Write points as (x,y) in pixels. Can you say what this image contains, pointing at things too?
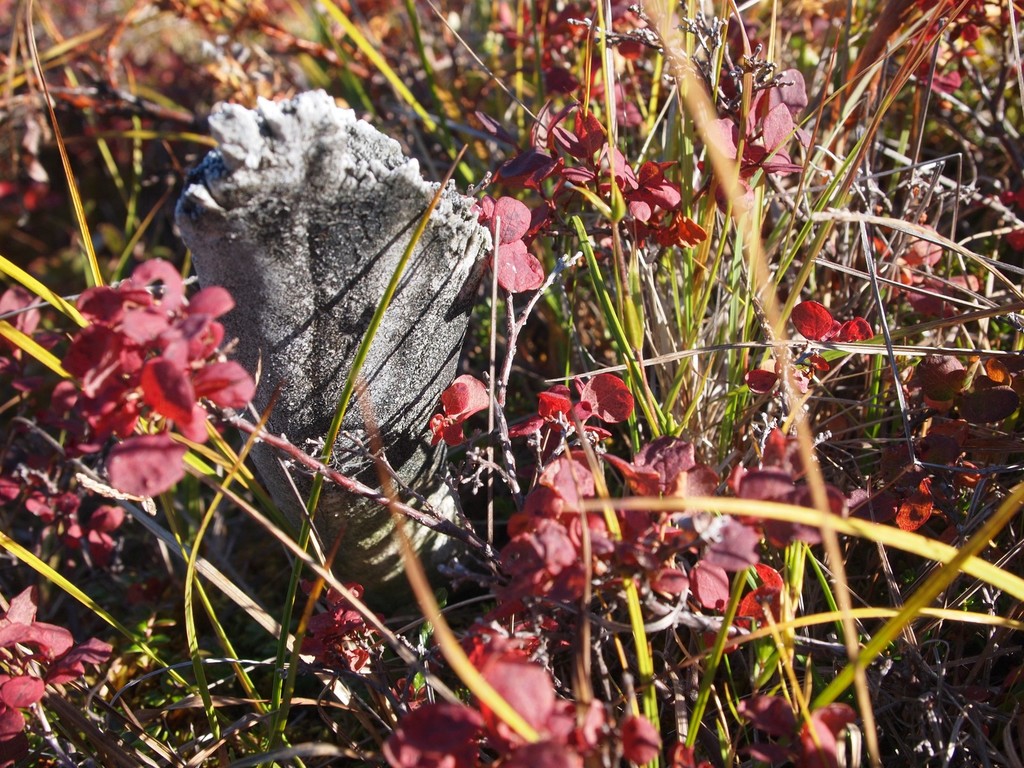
In this image I can see the grass (668,344) and few plants (549,687). On the left side (332,260) there is an object (339,312) on the ground (333,633).
